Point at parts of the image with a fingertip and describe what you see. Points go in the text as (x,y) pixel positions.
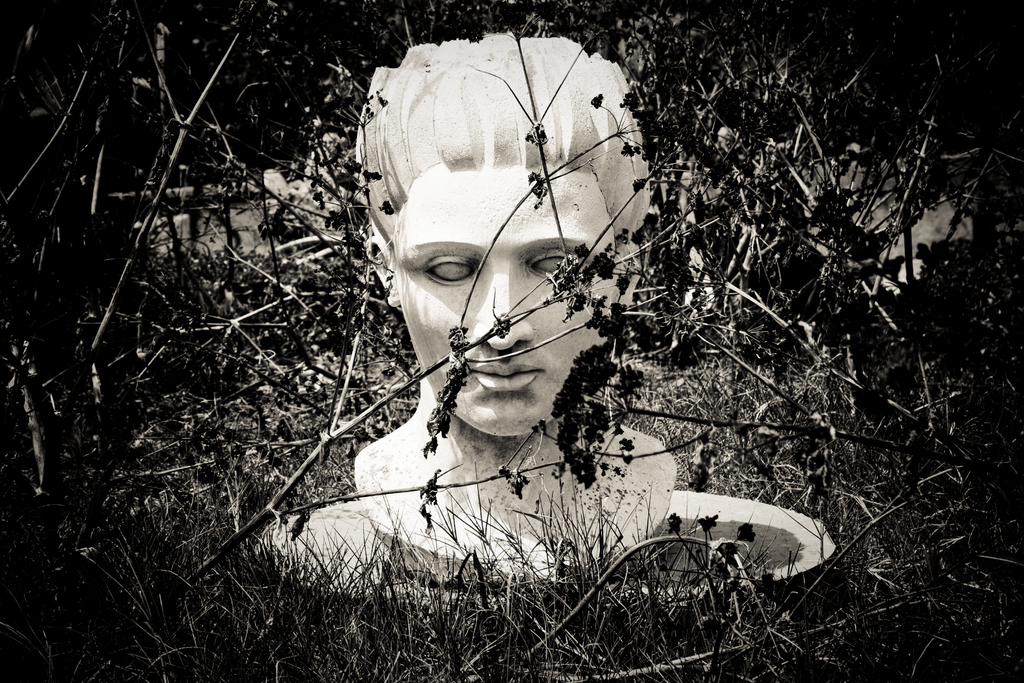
In the middle of this image (580,341), there is a white color statue (428,277) on a platform (639,548). Around this platform (698,516), there are plants (825,136) and grass (536,604) on the ground (795,660). In the background (906,253), there are trees (636,18).
